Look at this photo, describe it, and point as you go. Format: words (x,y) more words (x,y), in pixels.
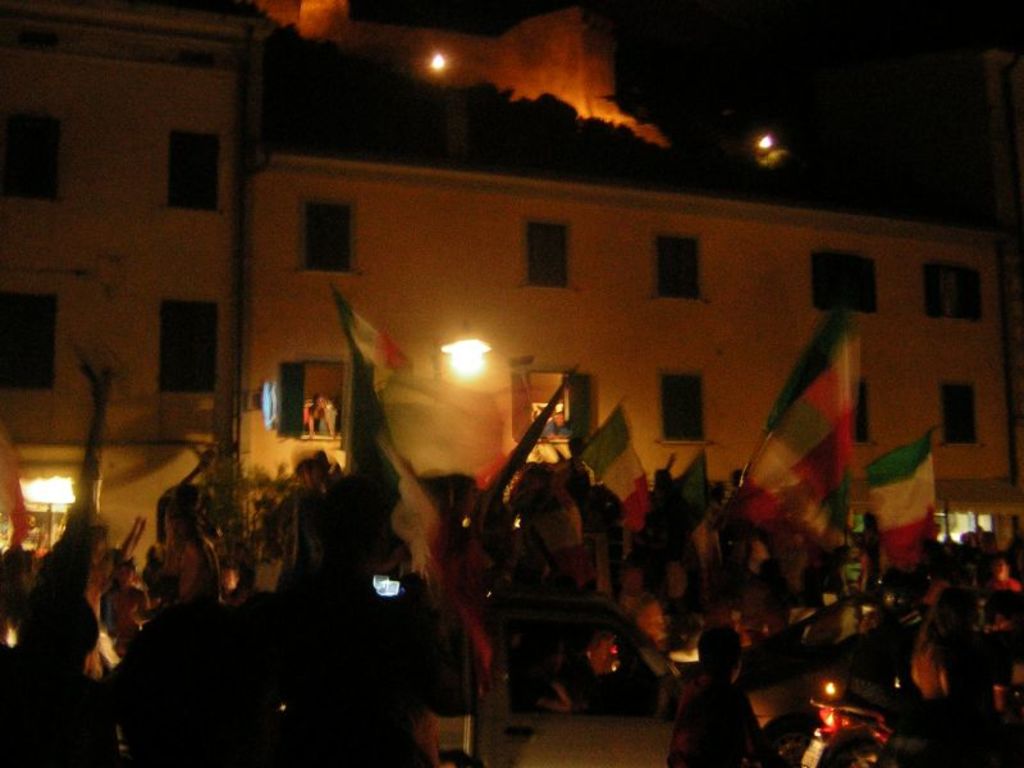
In this image there are many people (327,572) in the foreground (583,642). Few are holding flags (626,424). In the background (508,423) there are buildings (569,259). Here there is a light (466,352). Through the windows (344,399) people (326,418) are looking outside. On the top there are lights (761,141).
